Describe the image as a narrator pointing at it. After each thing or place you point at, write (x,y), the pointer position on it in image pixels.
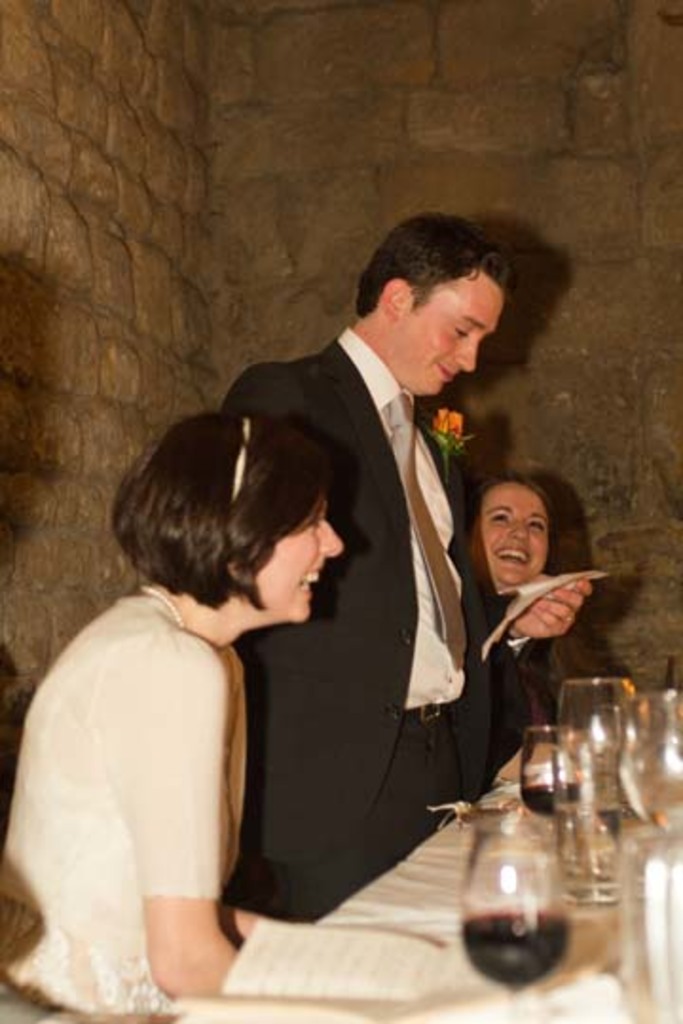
In this image there is a table (419,1021), on the table (440,878) there is a white color, on the table (428,1019) there are few glasses (590,767) kept on it, there are two women (124,699), one man (391,475) visible in front of table (444,870), backside of persons (394,373) there is the wall (624,57) visible.
